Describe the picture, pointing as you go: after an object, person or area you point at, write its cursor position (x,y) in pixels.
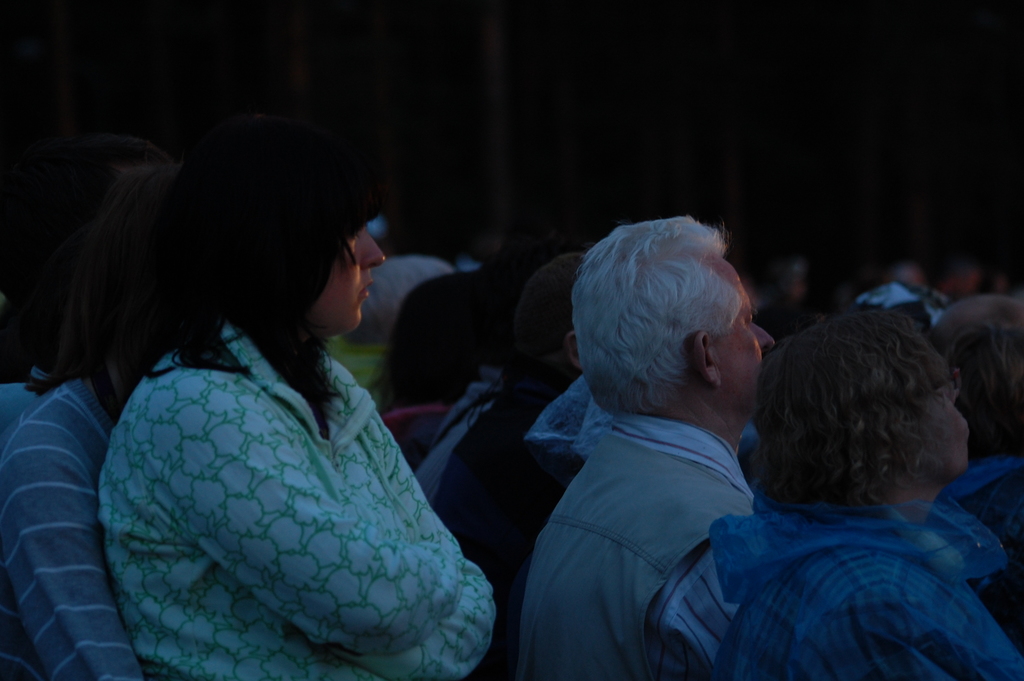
In this picture there are people (715,449) those who are sitting in the center of the image (463,342).
